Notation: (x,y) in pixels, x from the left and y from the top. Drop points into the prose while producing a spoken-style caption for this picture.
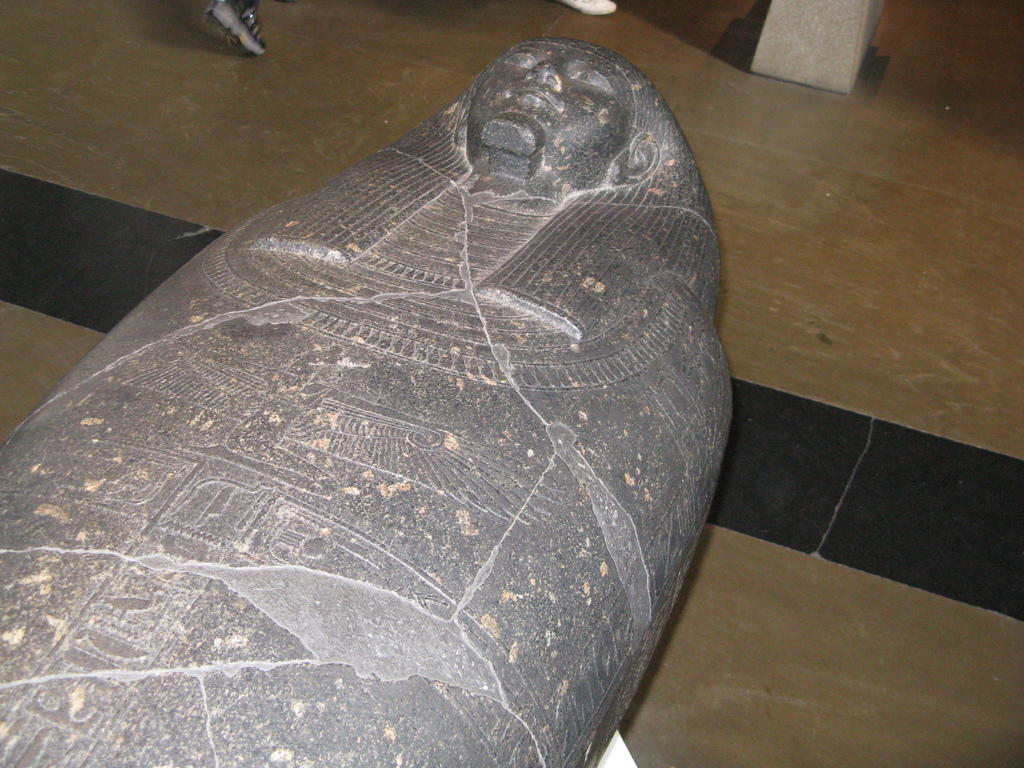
In this image there is a stone sculpture (518,347) on the ground (837,522).
